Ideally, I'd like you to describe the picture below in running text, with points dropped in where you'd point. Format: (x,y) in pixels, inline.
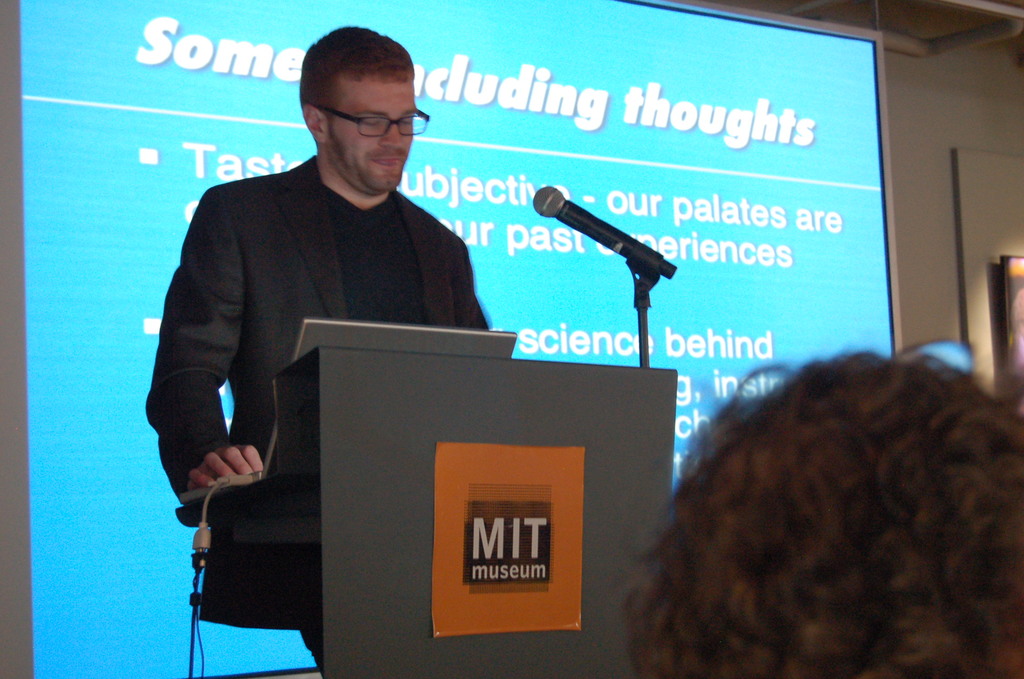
In this image I see a man (282,252) who is standing in front of the podium (556,423) and I see that the man (313,250) is wearing a suit (183,277) and I see a mic (652,273) over here and I see a paper (459,529) on which there are words (500,542) written and in the background (177,8) I see the screen (42,143) on which there are words (641,198) written and I see the white wall (919,147) and I see the human hair (805,469) over here.
